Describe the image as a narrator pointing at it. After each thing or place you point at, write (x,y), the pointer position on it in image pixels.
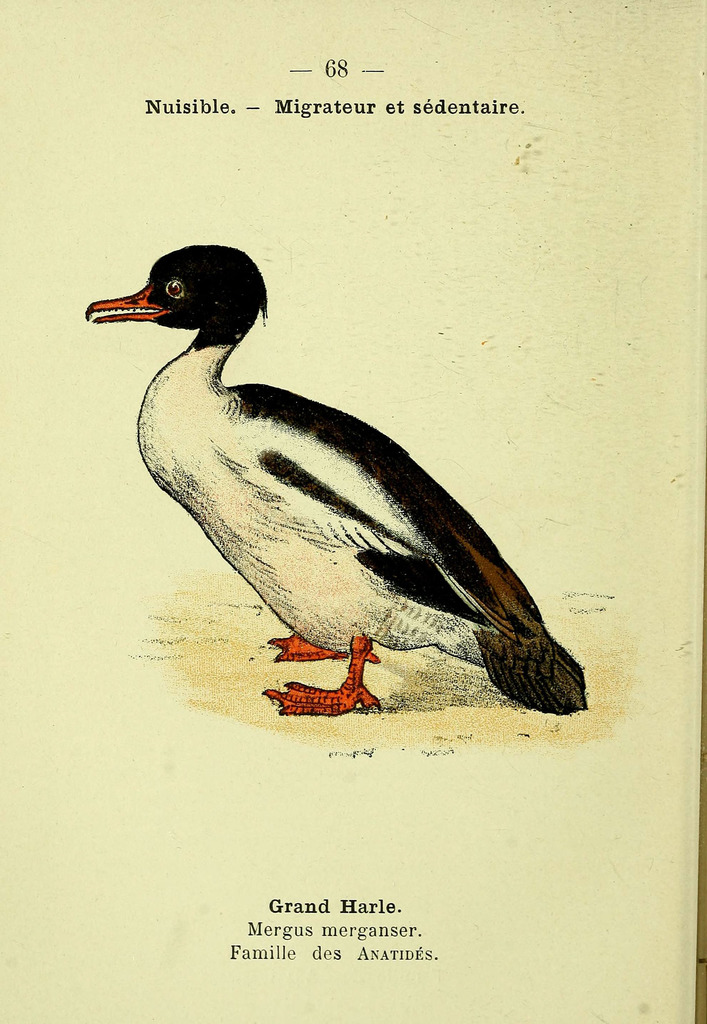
In this image there is a picture (327,568) of a duck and there is text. At the bottom (672,828) it looks like a paper (675,932).
